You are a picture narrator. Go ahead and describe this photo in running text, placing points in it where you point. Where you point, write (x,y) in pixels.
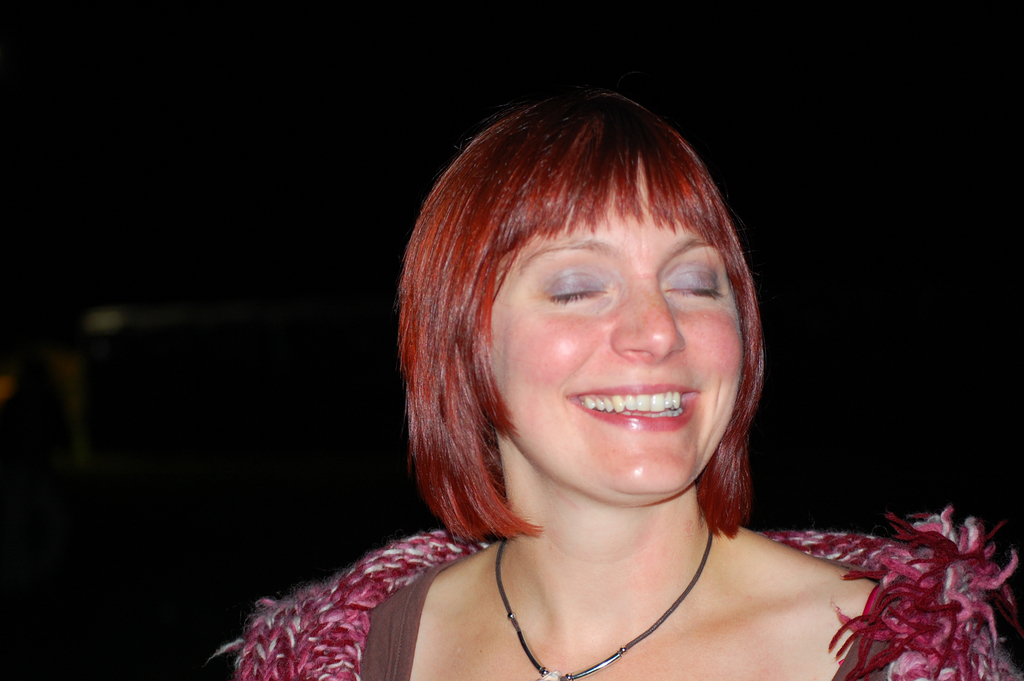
In this image there is a woman (580,288). Background (70,595) is in black color.
